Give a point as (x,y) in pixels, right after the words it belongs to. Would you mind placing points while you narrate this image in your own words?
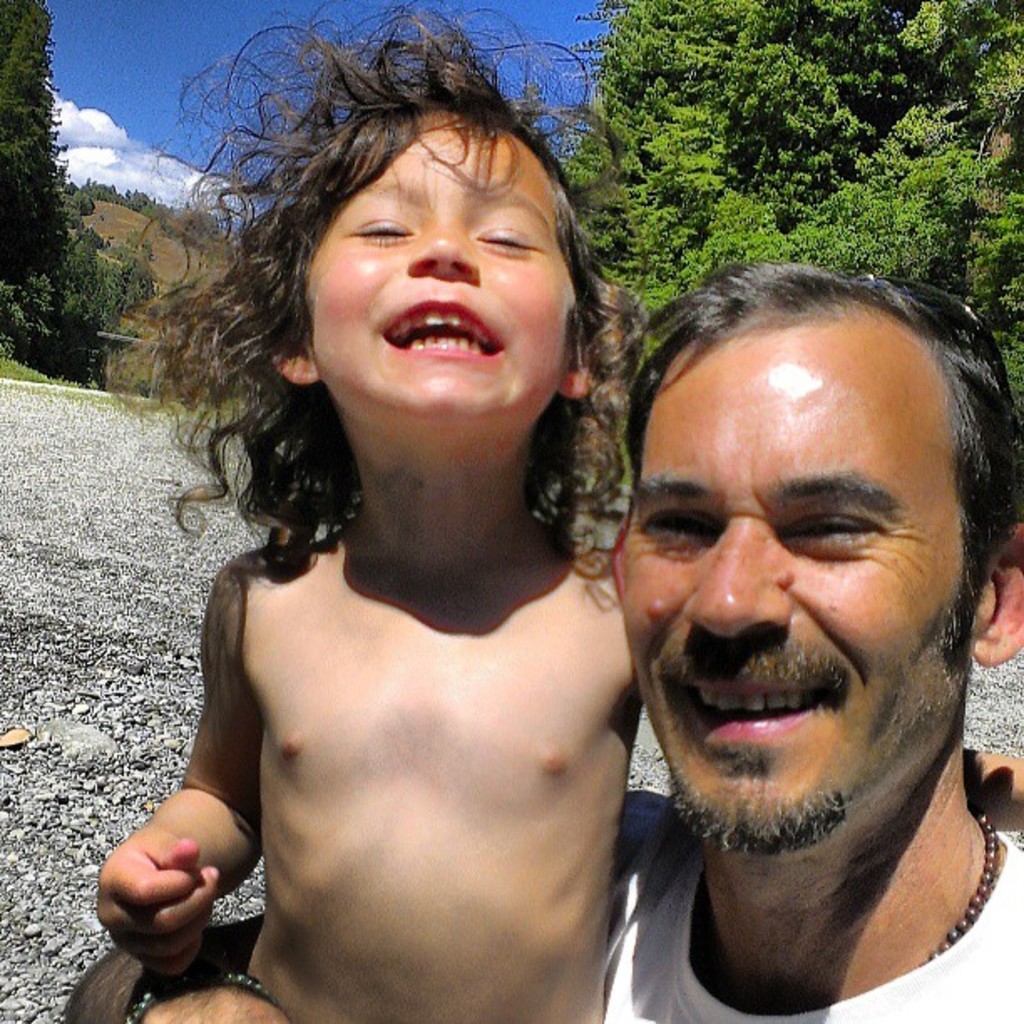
On the right side (779,541), there is a person (841,813) in white color t-shirt (917,1016), smiling and holding a child (353,589) who is without a shirt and is smiling. In the background (114,492), there are stones (60,480), trees (85,303) and grass (3,361) on the ground (150,580), there is a mountain (176,246) and there are clouds (129,166) in the blue sky (223,46).
